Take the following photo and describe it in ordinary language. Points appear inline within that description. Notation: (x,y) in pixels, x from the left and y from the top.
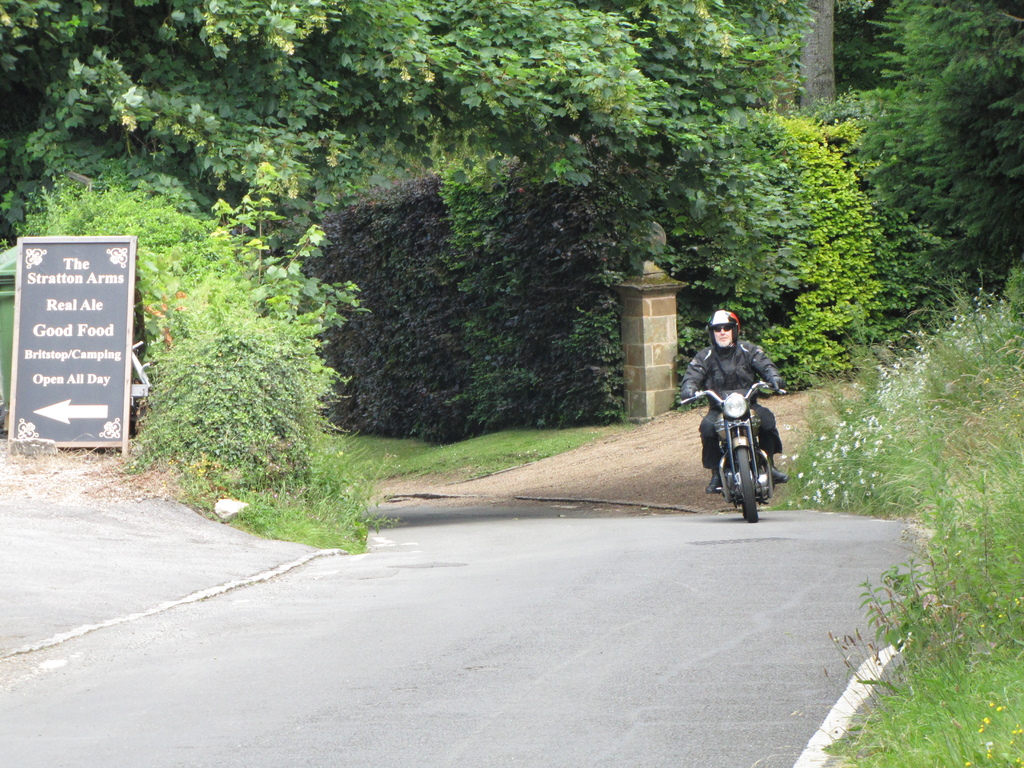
In the image we can see a person (776,438) wearing clothes (712,425), gloves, shoes (775,478), helmet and goggles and he is riding on the road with the help of motorbike (724,428). Here we can see trees (754,327), grass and a board (126,337). On the board (71,372) there is a text (76,357).
